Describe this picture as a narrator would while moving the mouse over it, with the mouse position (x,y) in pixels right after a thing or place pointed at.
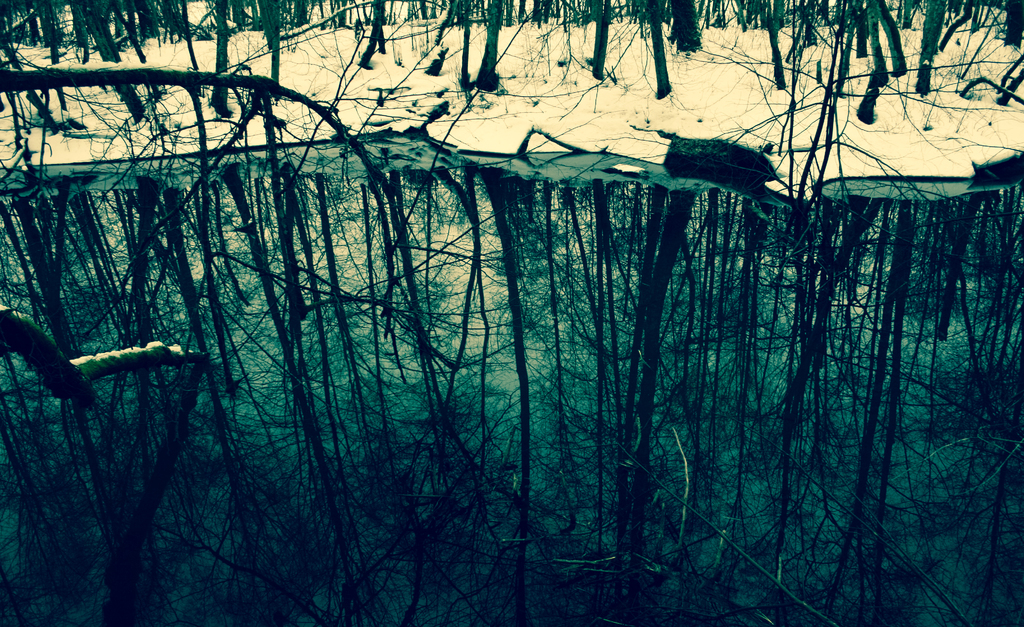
There is water (448,340). On the water (386,263) there is reflection (534,365) of trees (518,311). In the back (472,117) there is snow (546,105) and trees (674,35).
